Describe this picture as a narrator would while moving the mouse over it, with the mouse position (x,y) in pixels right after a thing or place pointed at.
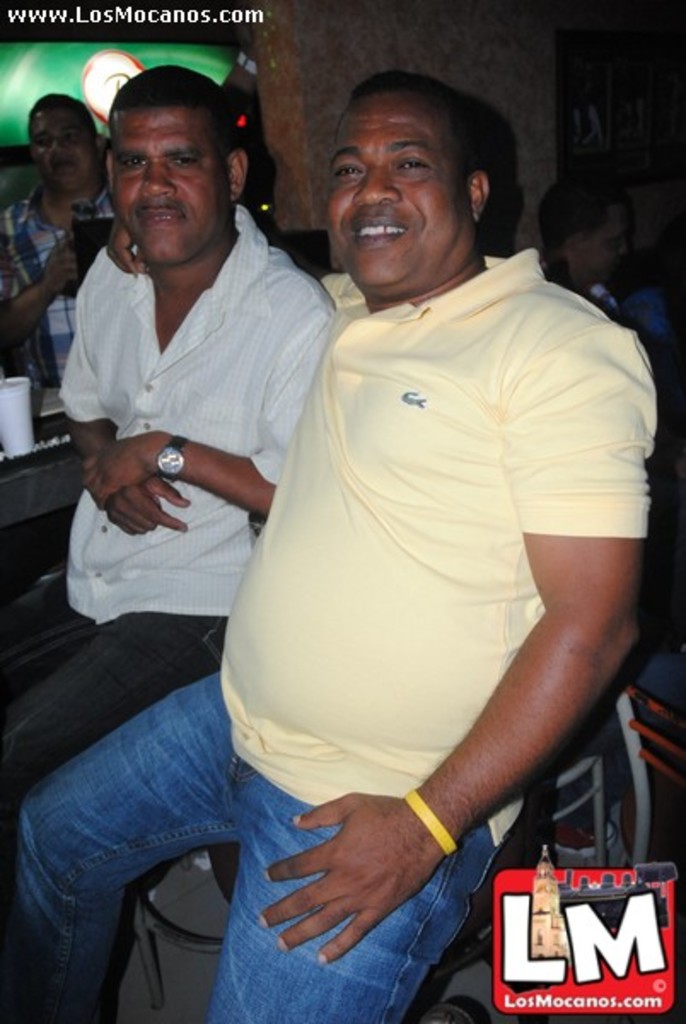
There are two members (181,244) sitting on a stool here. One is wearing a yellow t shirt (337,617) and a blue jean (136,795) and another guy (167,500) is wearing a watch (176,469) and white shirt (162,406). The yellow t shirt guy (380,373) is having a smile on his face (450,232). There in the background (39,141) there is another man's (65,220) standing there. we can observe a pillar (444,79) here.
